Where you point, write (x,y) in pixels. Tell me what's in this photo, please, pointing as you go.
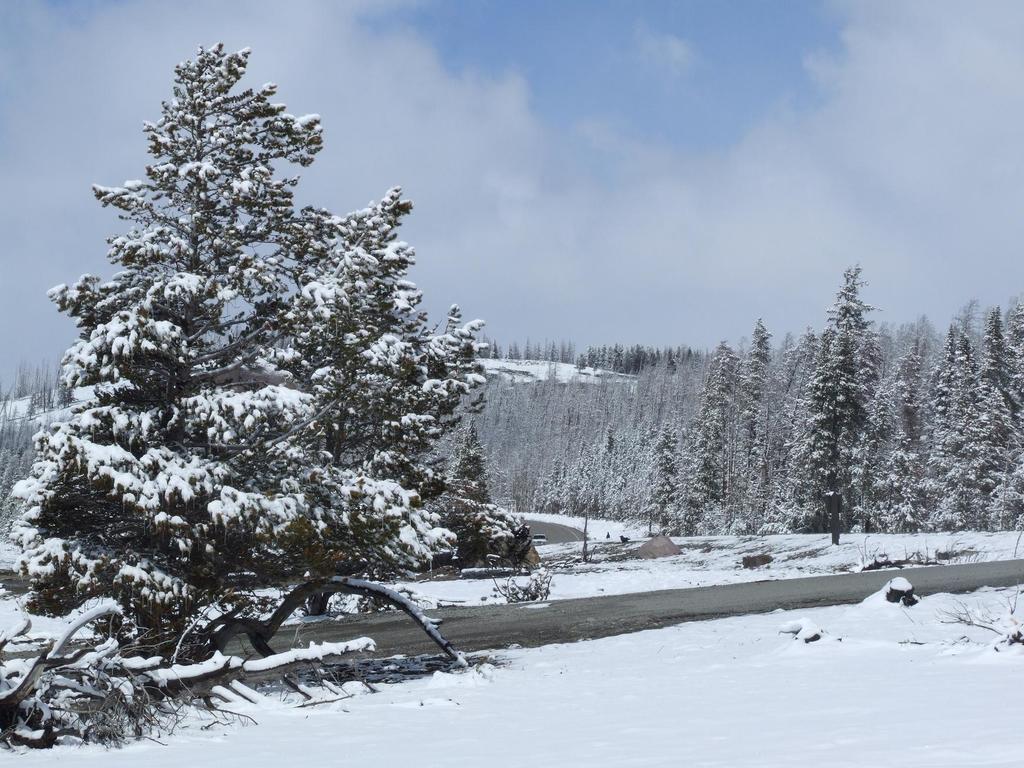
In this picture we can see snow (669,725) at the bottom (707,712), in the background (901,508) there are some trees (645,431), we can see the sky (661,197) and clouds (554,168) at the top of the picture (586,106).
